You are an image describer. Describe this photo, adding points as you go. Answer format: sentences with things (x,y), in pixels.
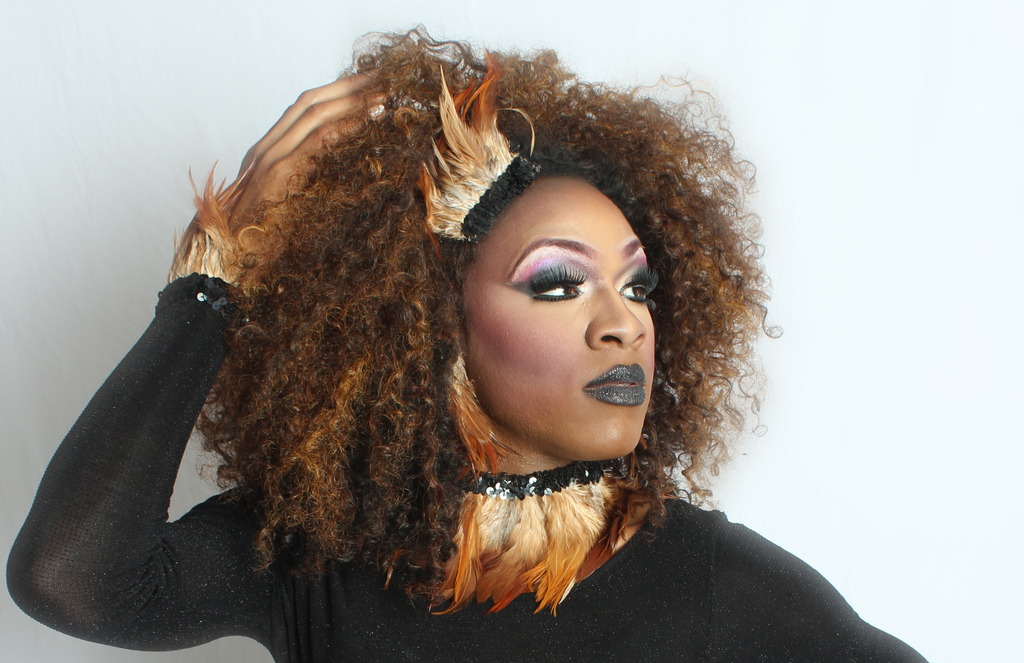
In this picture there is a woman (428,428) who is wearing black dress (600,642). She is standing near to the wall (845,445).
